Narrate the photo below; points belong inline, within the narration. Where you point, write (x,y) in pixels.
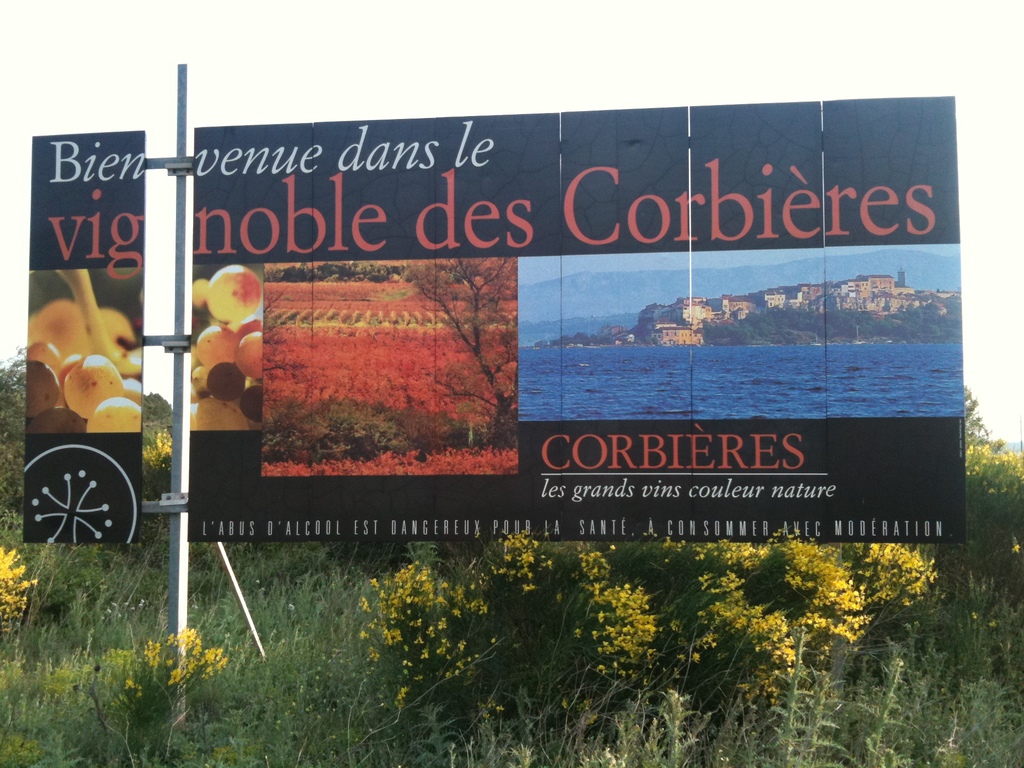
This looks like a hoarding (202,340), which is attached to the pole (186,515). These are the trees (424,664) with yellow flowers (778,628) and plants (350,714).
